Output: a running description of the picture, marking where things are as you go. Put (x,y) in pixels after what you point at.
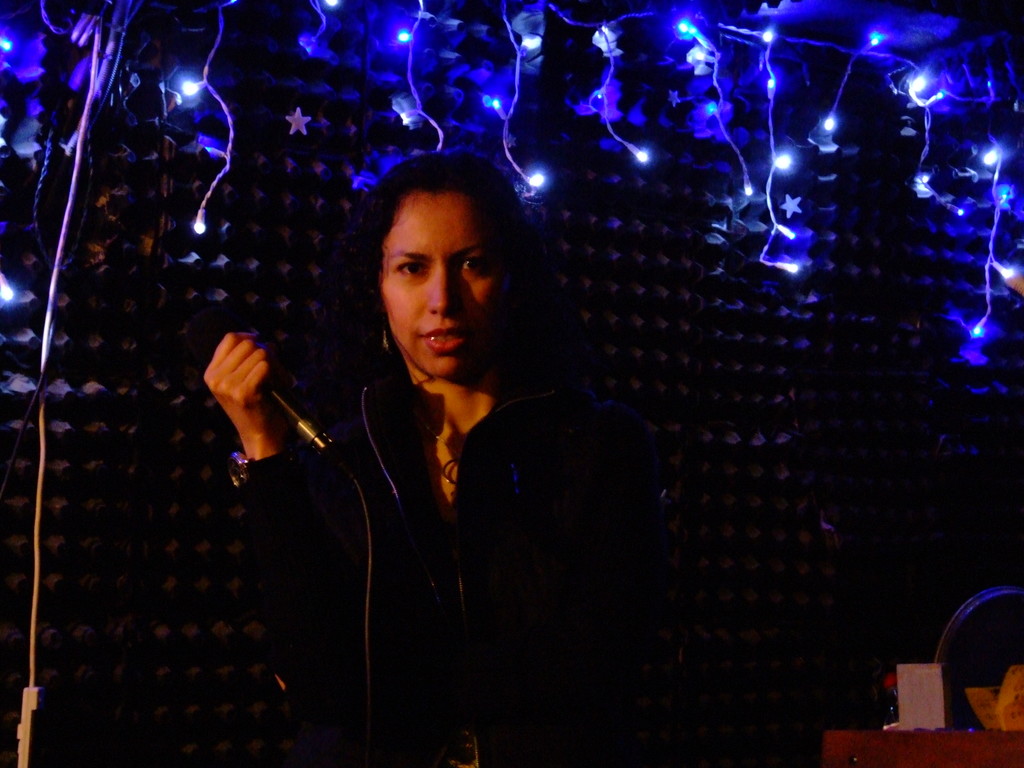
In the middle of the image (482,397), there is a woman (498,420) looking serious, holding a mic (206,333) with one hand (273,446) and standing. Above her, there are decorative lights (198,231) arranged. And the background (363,77) is dark in color.
